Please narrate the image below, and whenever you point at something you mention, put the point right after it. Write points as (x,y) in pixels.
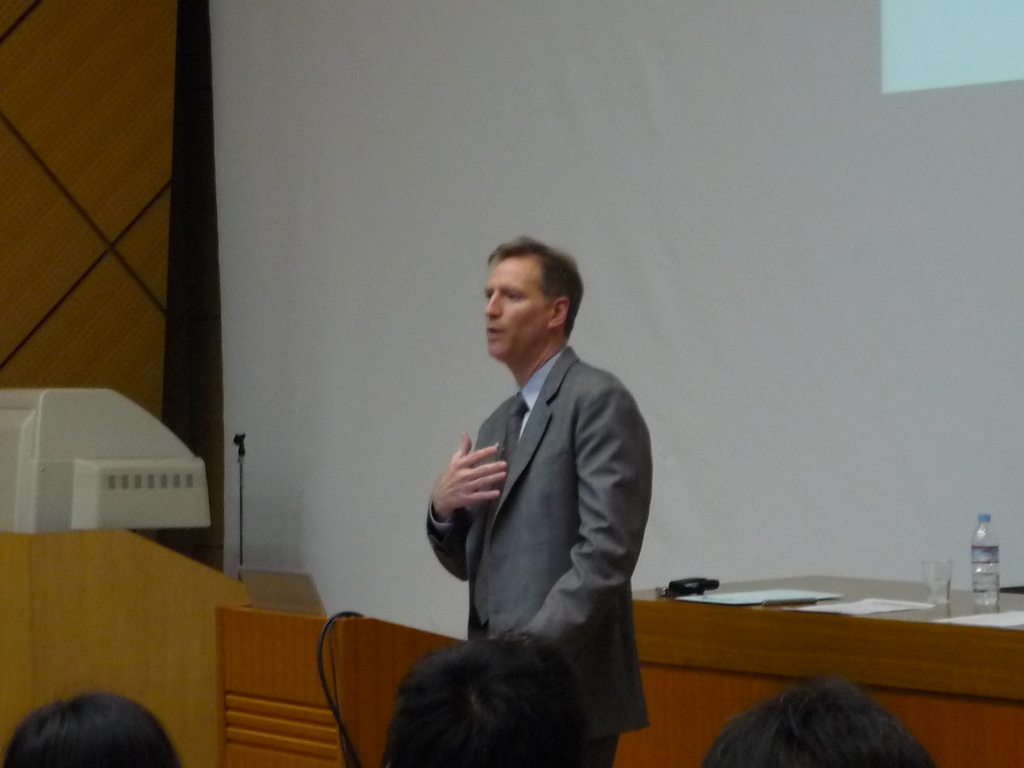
In this image a person (519,514) is standing. Bottom of the image (38,741) there are few persons (728,745). Left side (108,463) there is an object (95,472). Before it there is a podium (260,674). Right side (747,592) there is a table (839,628) having few papers (998,617), bottle (980,602), glass (930,571) and few objects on it. Background (896,335) there is a wall (850,330).
